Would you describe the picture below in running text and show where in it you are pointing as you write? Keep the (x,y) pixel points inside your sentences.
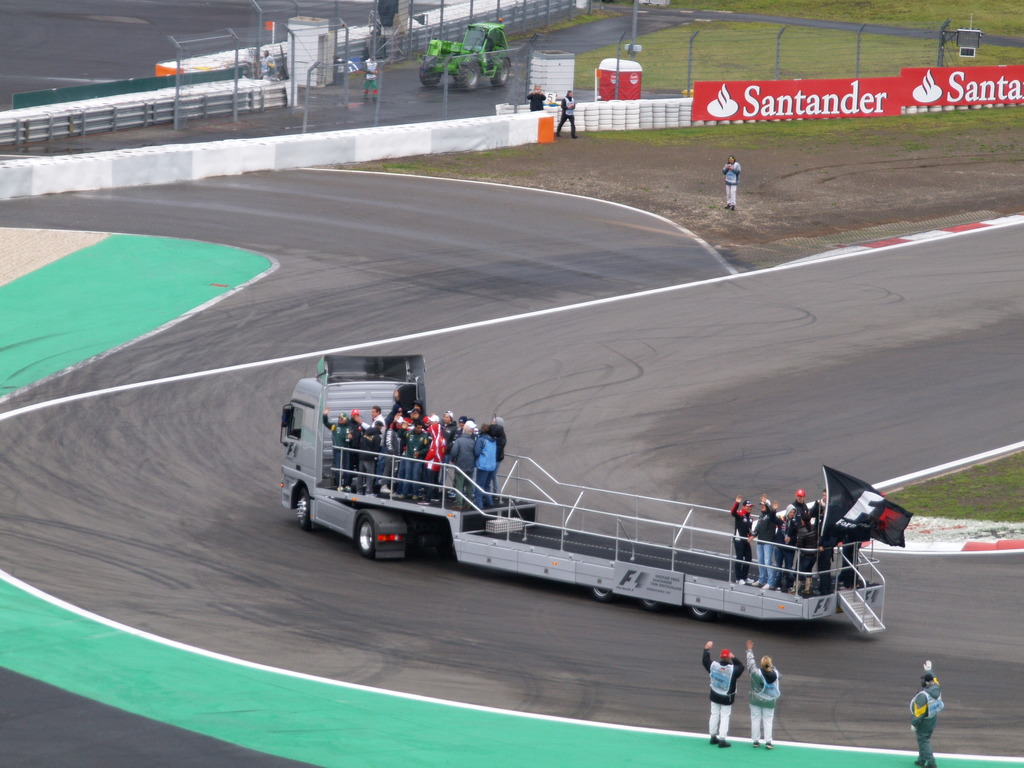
In this image I can see the vehicle (638,577) and I can see group of people (382,424) standing in the vehicles (594,572). Background (831,89) I can see few other persons (921,711) standing, few banners (808,98) in red color and I can also see few poles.
